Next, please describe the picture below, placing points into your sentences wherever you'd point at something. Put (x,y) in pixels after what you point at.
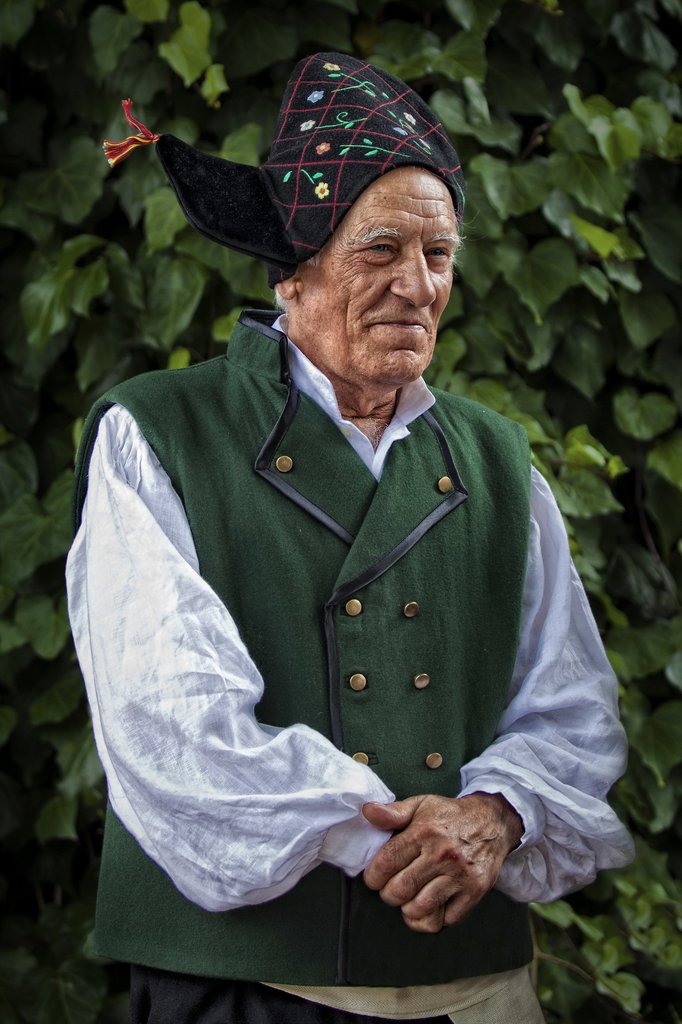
In this image there is a man (250,745) standing, in the background (374,15) there are leaves (617,266).
